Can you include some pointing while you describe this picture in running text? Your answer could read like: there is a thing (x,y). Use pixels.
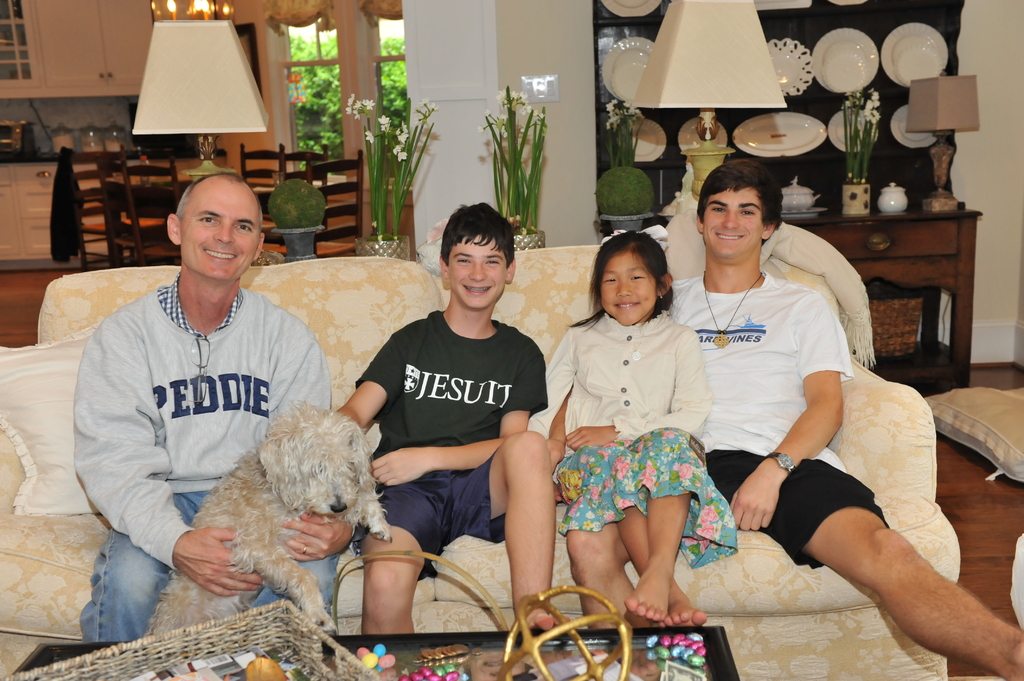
In this picture we can see four persons (856,527) are sitting on the sofa (779,588). He is holding a dog (244,503) with his hands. On the background (301,174) we can see some chairs (342,164). This is lamp (714,106) and there is a pillar (476,46).
